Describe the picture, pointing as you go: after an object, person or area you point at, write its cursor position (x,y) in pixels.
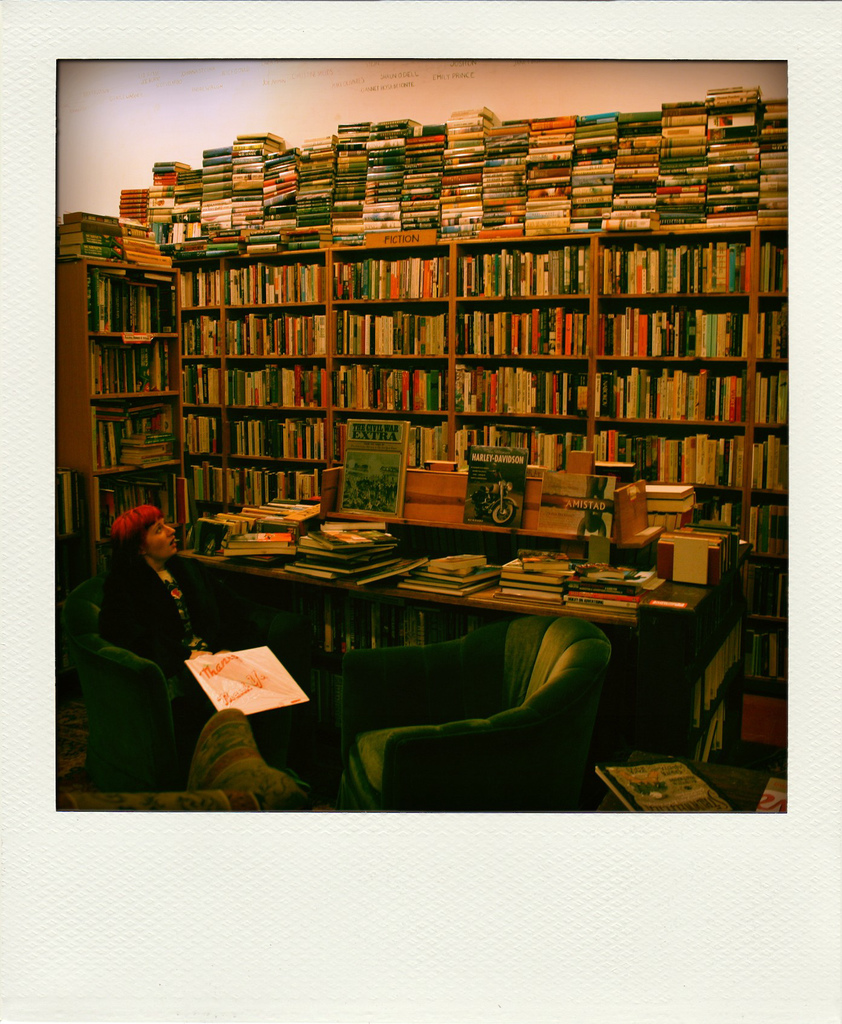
In this image there is a person (190,642) sitting on the chair (118,699). At the back (731,344) there are books (534,217) in the cupboard (571,407) and on the table (477,596) and at the front (446,743) there are two chairs (446,743). At the back (312,104) there's a wall (264,106).
